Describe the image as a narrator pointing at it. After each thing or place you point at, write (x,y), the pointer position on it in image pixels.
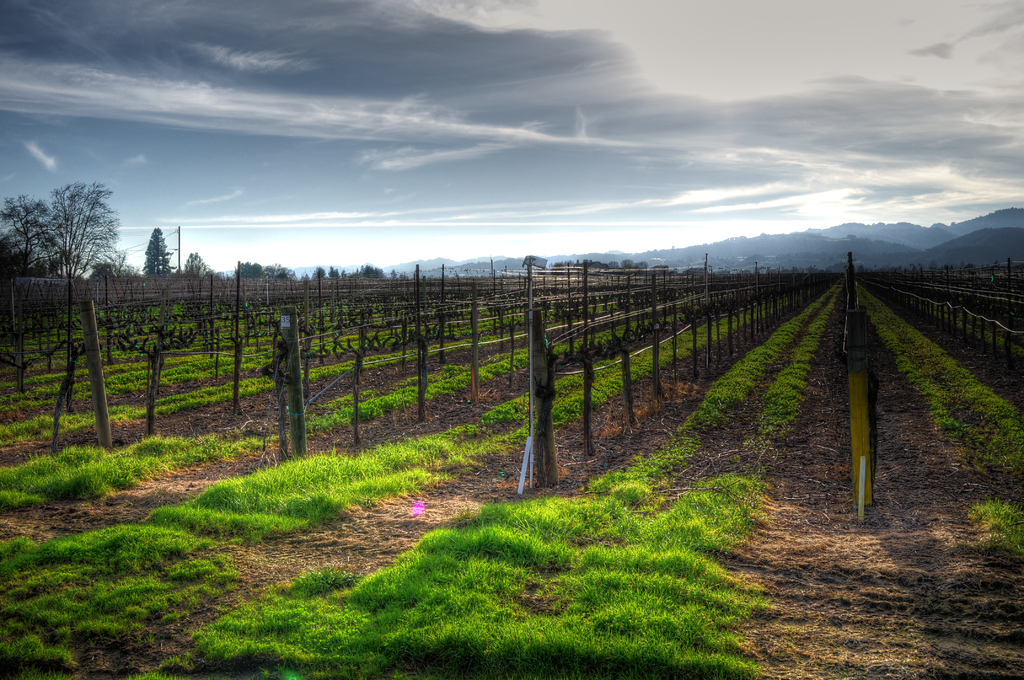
Here in this picture we can see the ground (681,392) is partly covered with grass (500,599) and in between that we can see number of poles (624,380) present and we can see fencing (519,335) covered through the poles (529,327) and we can also see plants (225,295) and trees (152,262) present in the far and we can also see mountains (648,261) in the far and we can see the sky (472,207) is covered with clouds (847,121).
